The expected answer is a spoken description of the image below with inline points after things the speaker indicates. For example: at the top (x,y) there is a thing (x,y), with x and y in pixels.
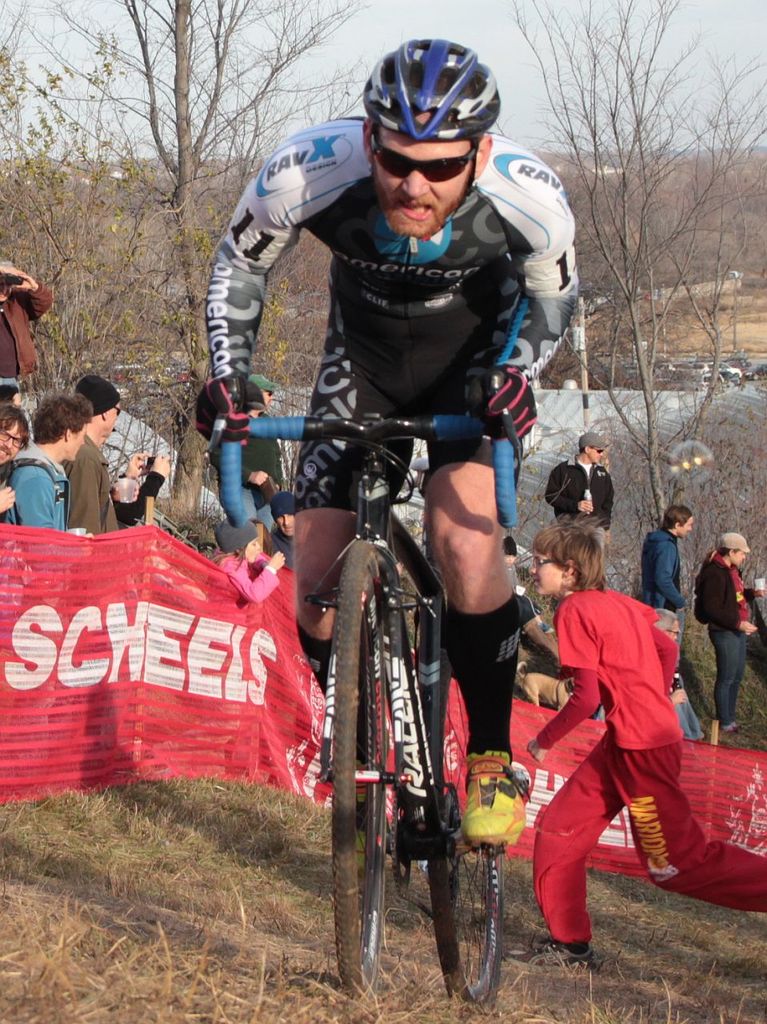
This picture describes about group of people (342,507), one person (331,297) is cycling, in the background (185,79) we can see couple of trees (178,153) and vehicles (732,366).
